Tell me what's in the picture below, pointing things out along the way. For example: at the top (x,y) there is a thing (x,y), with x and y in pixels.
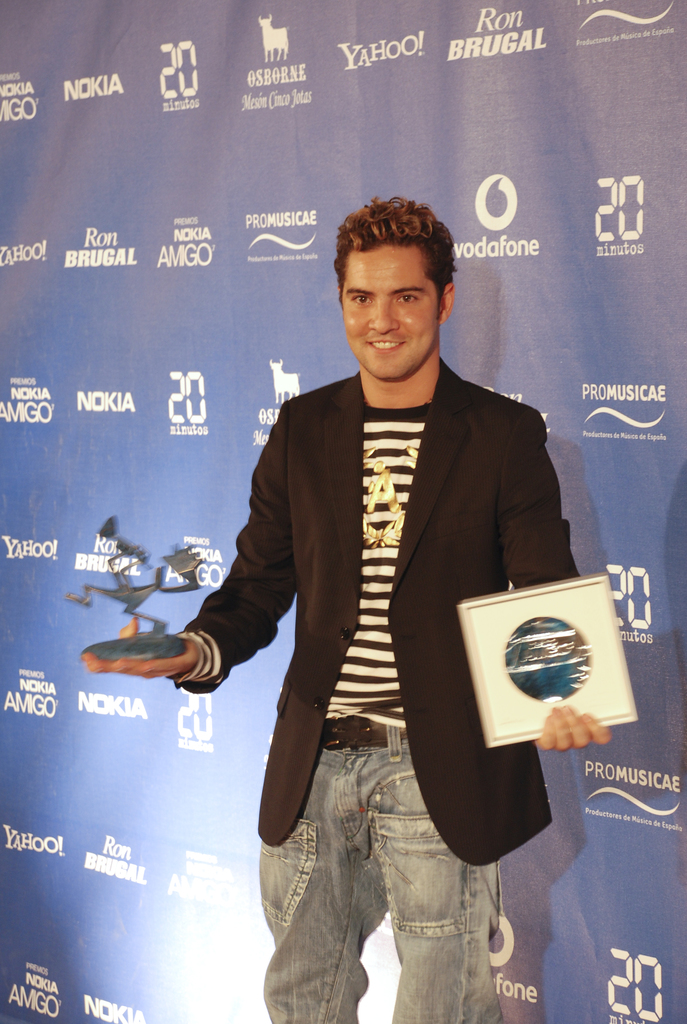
In this image we can see a man (280,912) is standing and holding an object (144,598) in one hand (147,657) and a card (484,634) in the another hand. In the background (203,392) we can see a hoarding (252,374).
